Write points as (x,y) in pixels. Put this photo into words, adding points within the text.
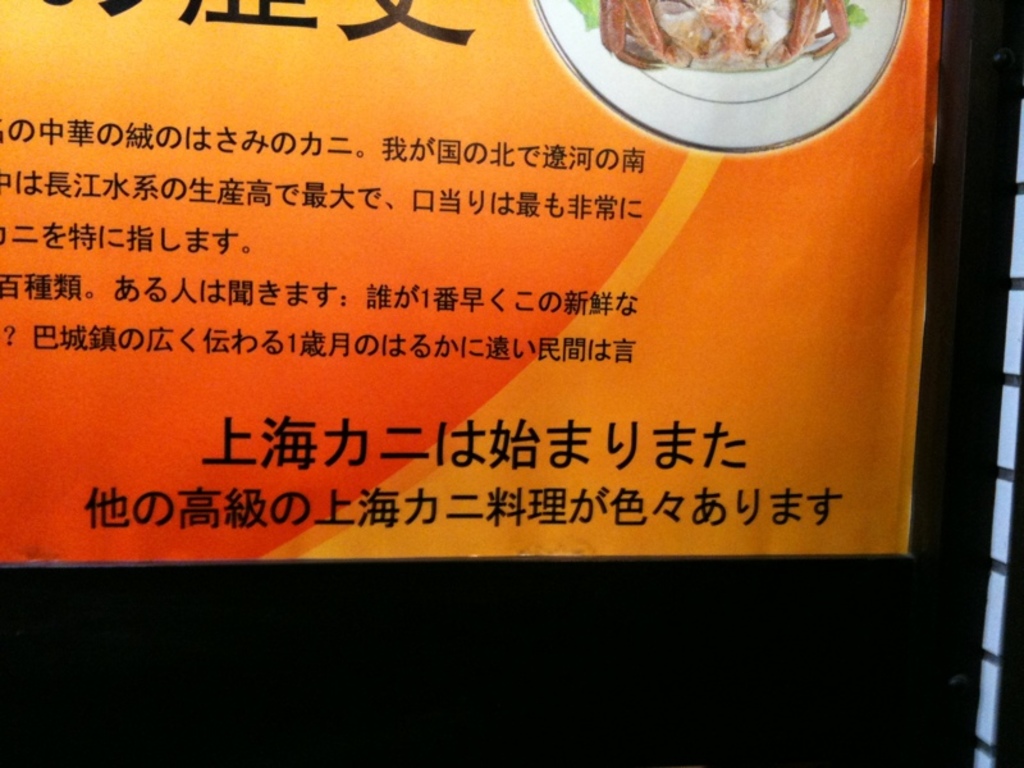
In this image there is a banner (367,330) towards the top of the image (476,151), there is a plate (719,85), there is food (757,34) on the plate (853,49), there is text (491,340) on the banner (449,299), the background of the image is dark.
